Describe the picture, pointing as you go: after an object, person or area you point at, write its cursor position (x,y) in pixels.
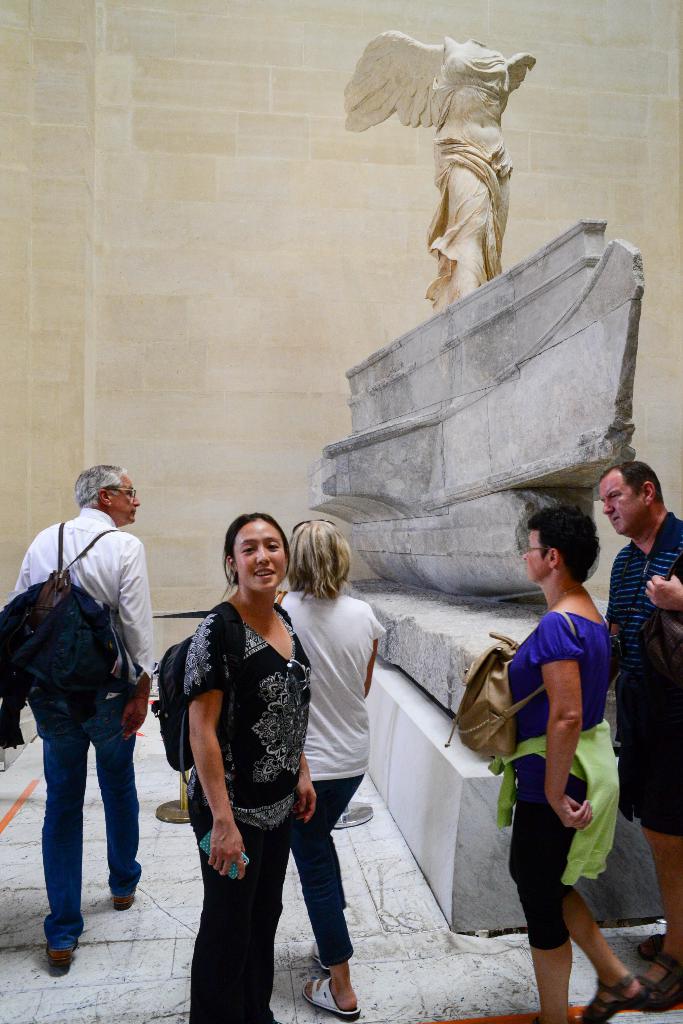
In this picture I can see few people (244,577) walking and couple of them (651,593) standing and I can see few are wearing bags (660,641) and I can see a statue (490,238) and a wall (199,183) in the background (81,20).
